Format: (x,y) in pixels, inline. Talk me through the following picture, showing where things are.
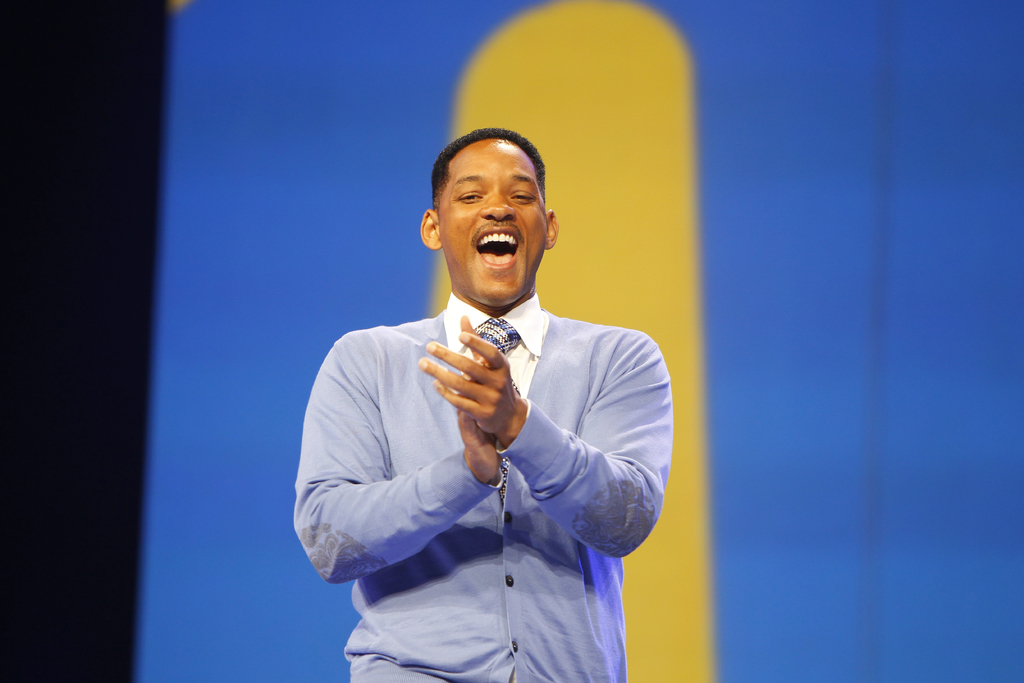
In the picture I can see a person (611,584) wearing blue color jacket (448,423), shirt (513,319) and tie (502,327) is standing and smiling. The background of the image (116,486) is in black, blue and yellow color.
